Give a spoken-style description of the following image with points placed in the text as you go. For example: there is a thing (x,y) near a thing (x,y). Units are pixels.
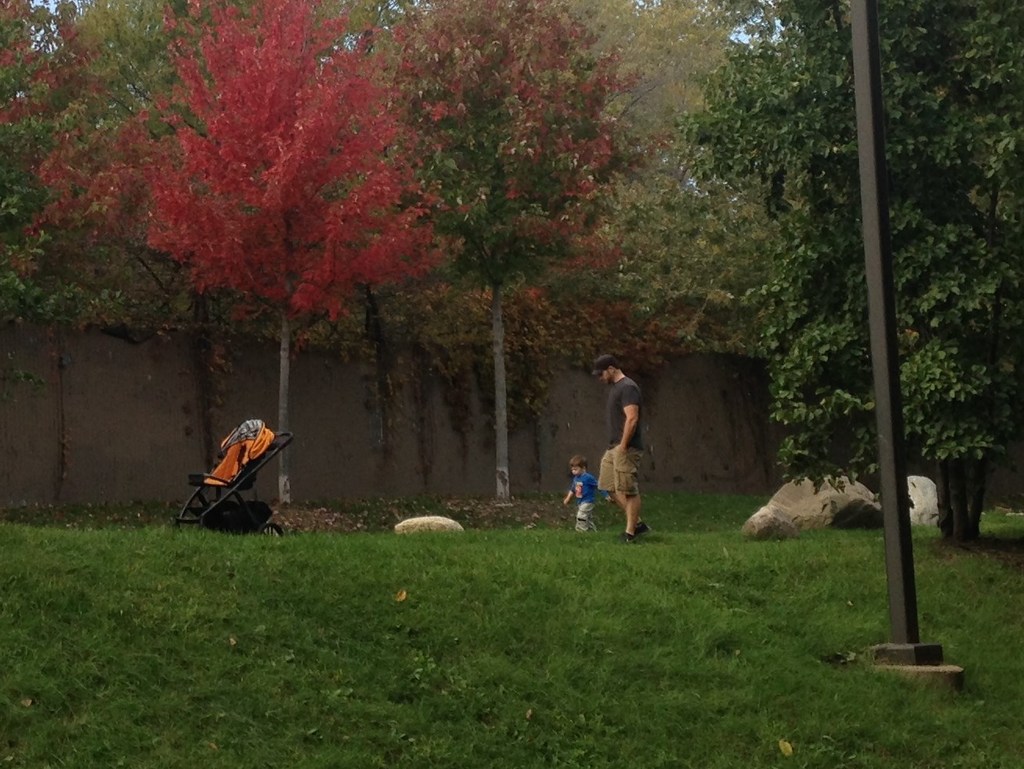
In this image there are trees (524,196) towards the top of the image (563,145), there is a pole (870,226), there is a wall (96,434), there is a man (634,422) walking, he is wearing a cap (603,364), there is a boy (585,466) walking, there is grass (331,672) towards the bottom of the image (506,639), there are objects (415,524) on the grass (870,538).
